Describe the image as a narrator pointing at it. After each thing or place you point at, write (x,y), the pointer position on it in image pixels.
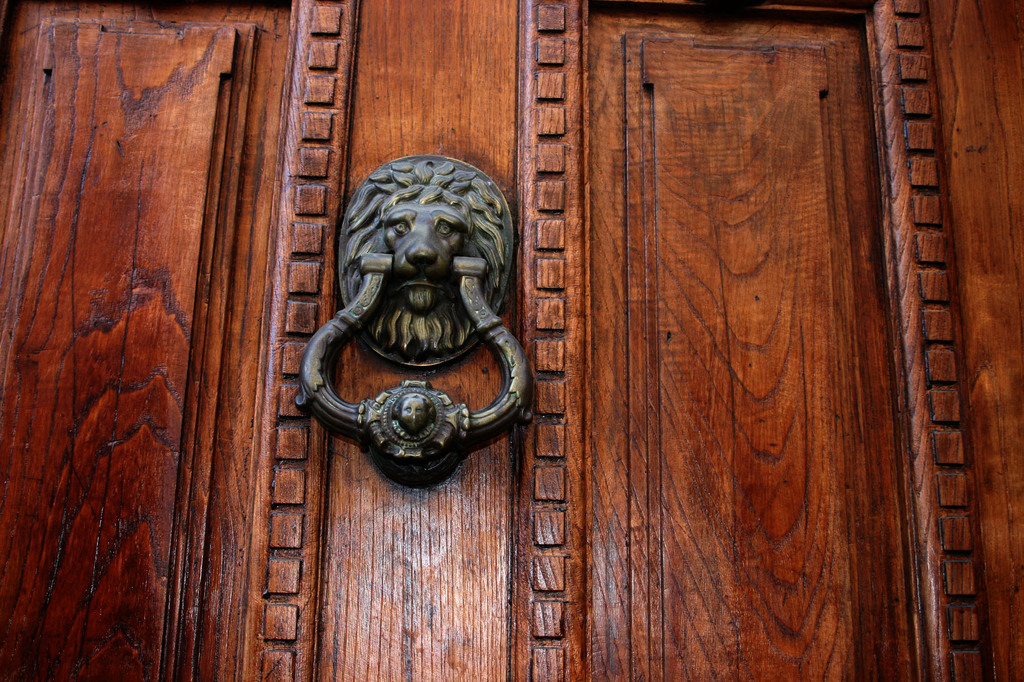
In this image there is a copper tone lion head shaped door handle (423,280), which is attached to the door (671,317).
